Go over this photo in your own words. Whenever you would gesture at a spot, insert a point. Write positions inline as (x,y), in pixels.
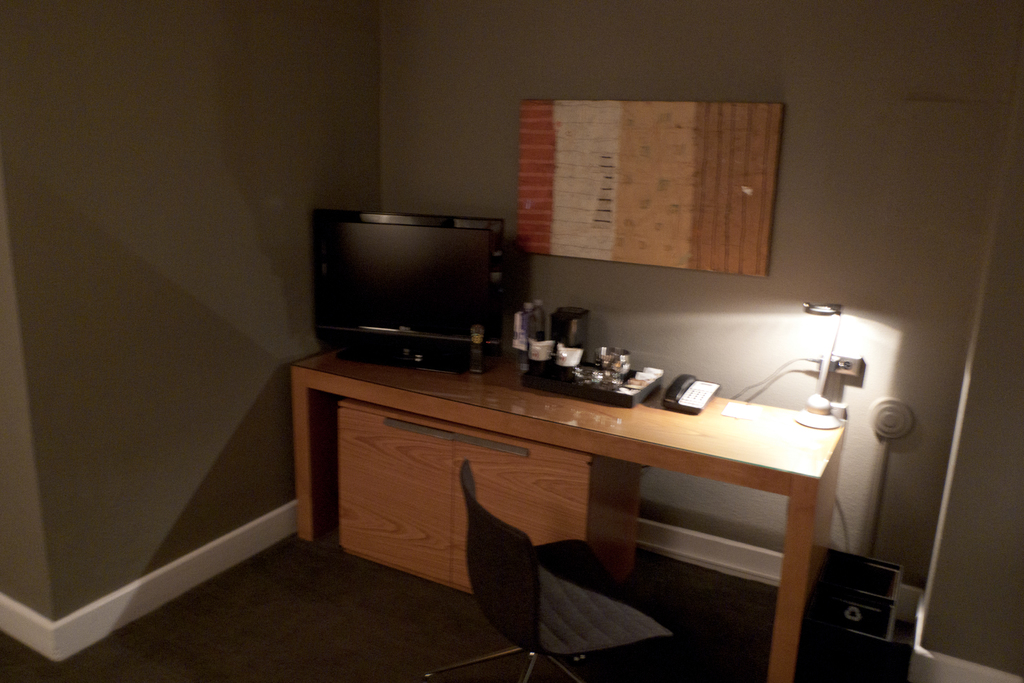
In the picture I can see a chair (654,627), table (781,410) upon which telephone (677,382), television (462,317), a table lamp (835,309) and few more things (748,414) are placed, I can see wooden cupboards (492,487), some objects (860,609) and the frame (708,247) fixed to the wall (767,91) in the background (745,232).
